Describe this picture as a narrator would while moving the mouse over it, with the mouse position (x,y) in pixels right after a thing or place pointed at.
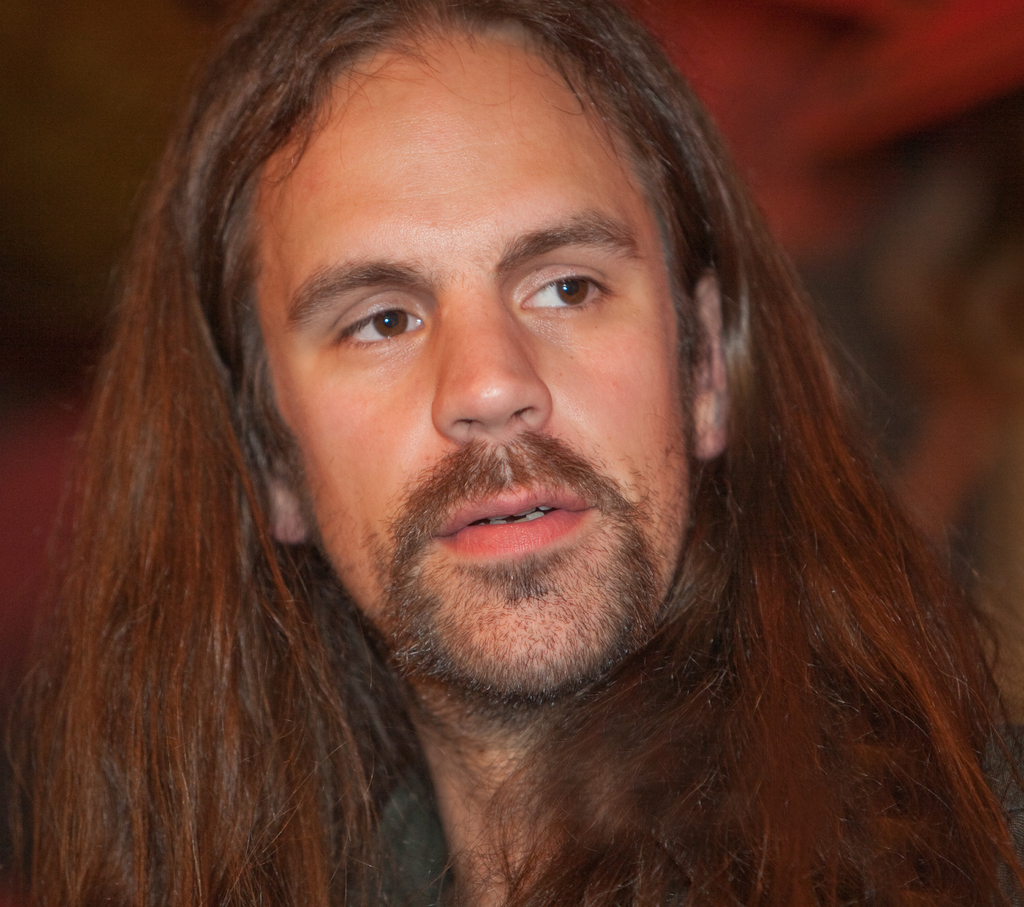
This picture shows a man (315,437) with long hair (226,882).
